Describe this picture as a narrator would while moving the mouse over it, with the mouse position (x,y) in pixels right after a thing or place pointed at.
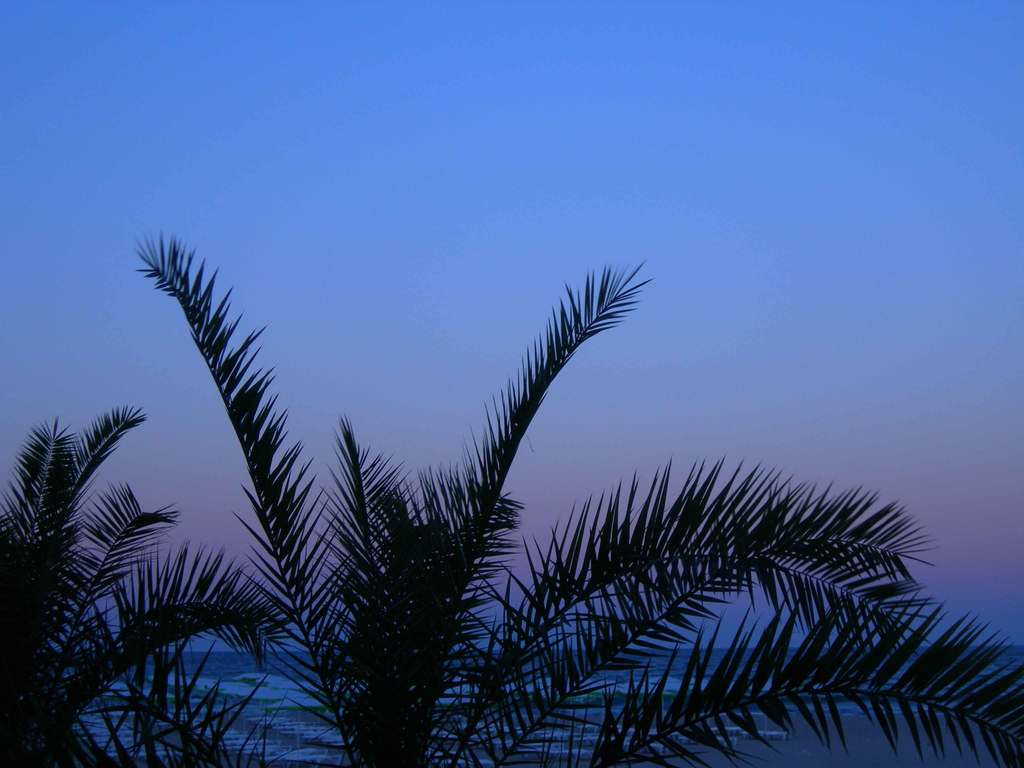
In this image there are trees (442,600), in the background of the image (307,684) there is water (304,682).
